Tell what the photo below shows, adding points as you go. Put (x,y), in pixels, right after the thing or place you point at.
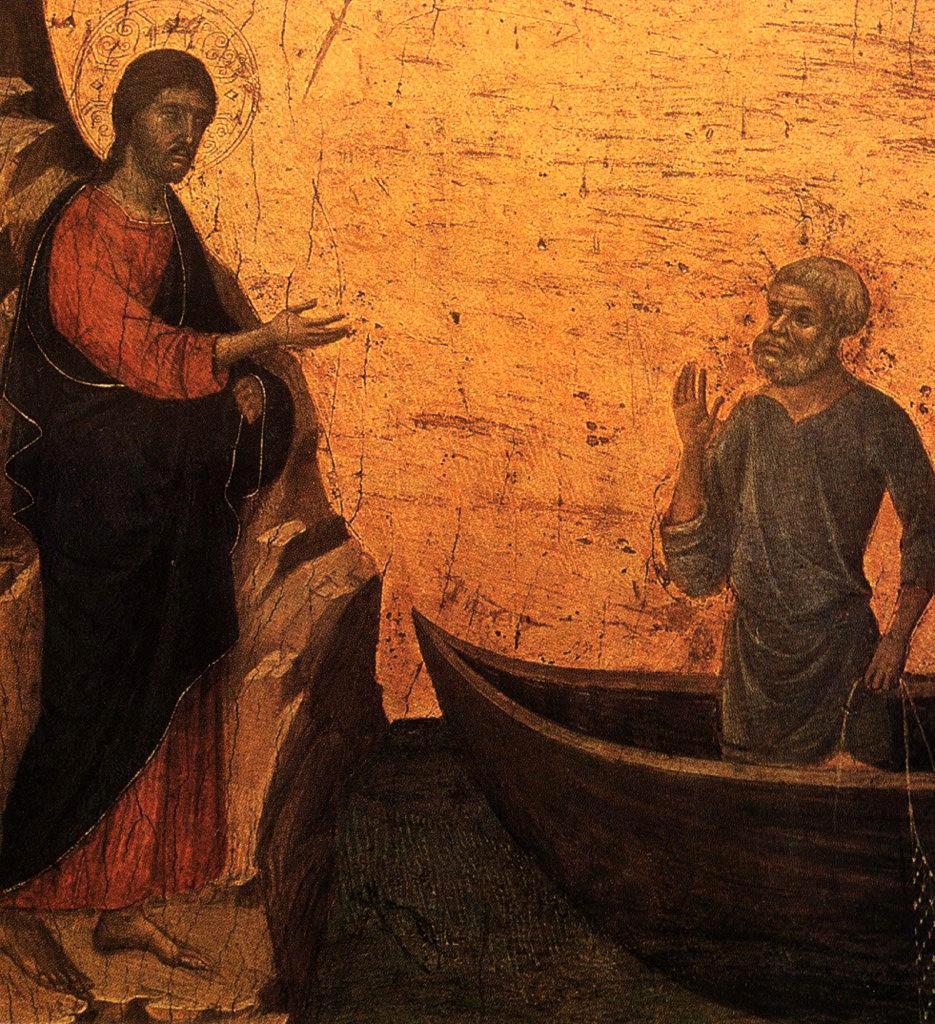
In this picture we can observe a sketch of two persons (145,735). One of them is standing in the boat (557,795) and the other is on the land (17,728). The background (487,65) is in yellow color.
